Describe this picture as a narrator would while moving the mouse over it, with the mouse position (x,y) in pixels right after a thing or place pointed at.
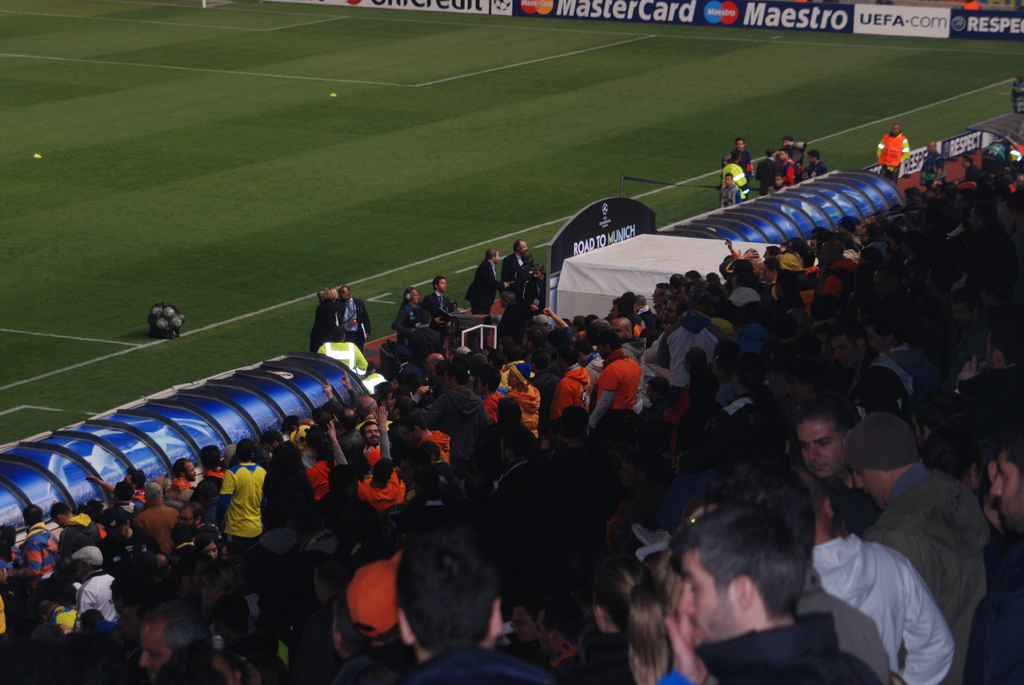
In this image I can see number of people (402,305) are standing. On the top side of this image (308,68) I can see a football ground (147,95), few boards (602,3) and on these boards (966,27) I can see something is written. On the left side of this image (180,320) I can see few footballs (171,308) on the ground (123,349).
